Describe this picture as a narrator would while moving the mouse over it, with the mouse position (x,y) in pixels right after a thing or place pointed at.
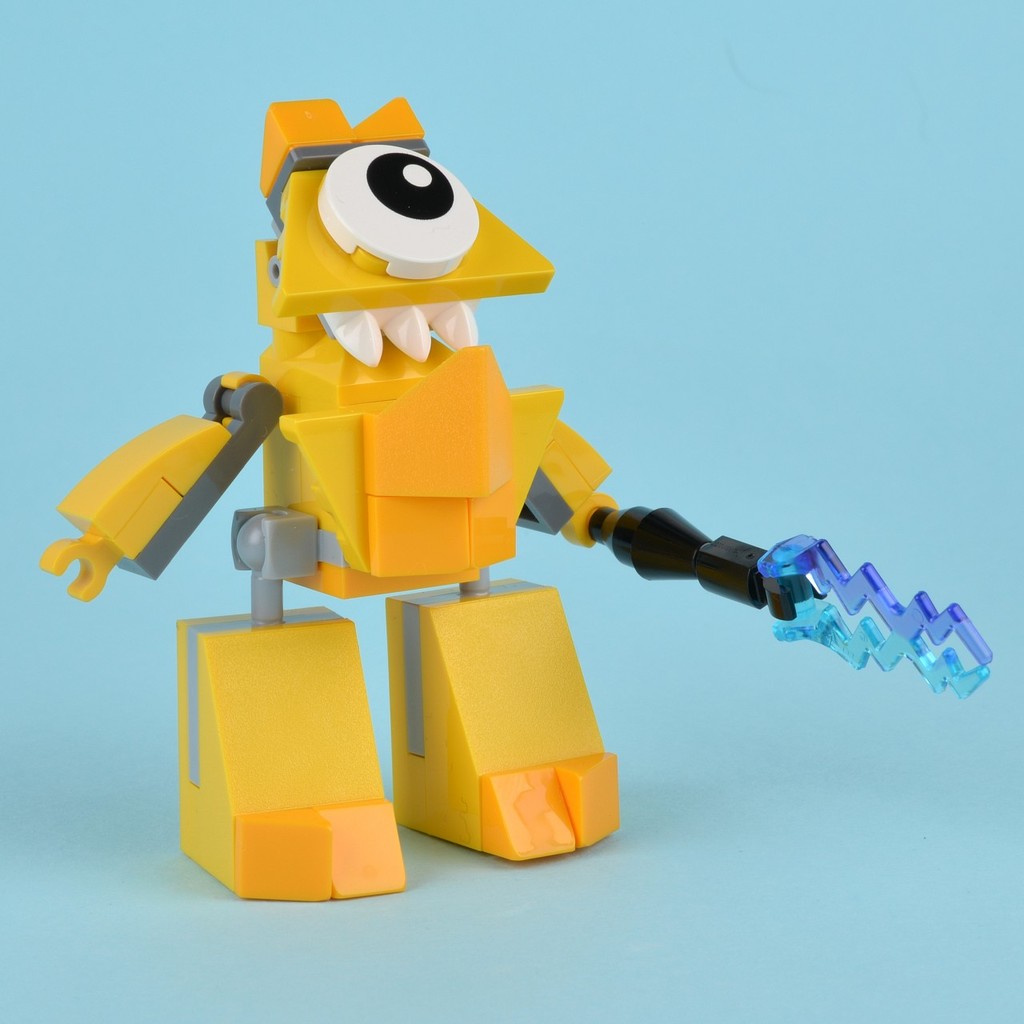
In the center of this picture (396,517) we can see a yellow color toy (438,613) holding some object (773,566) and standing. The background of the image (936,284) is blue in color.
